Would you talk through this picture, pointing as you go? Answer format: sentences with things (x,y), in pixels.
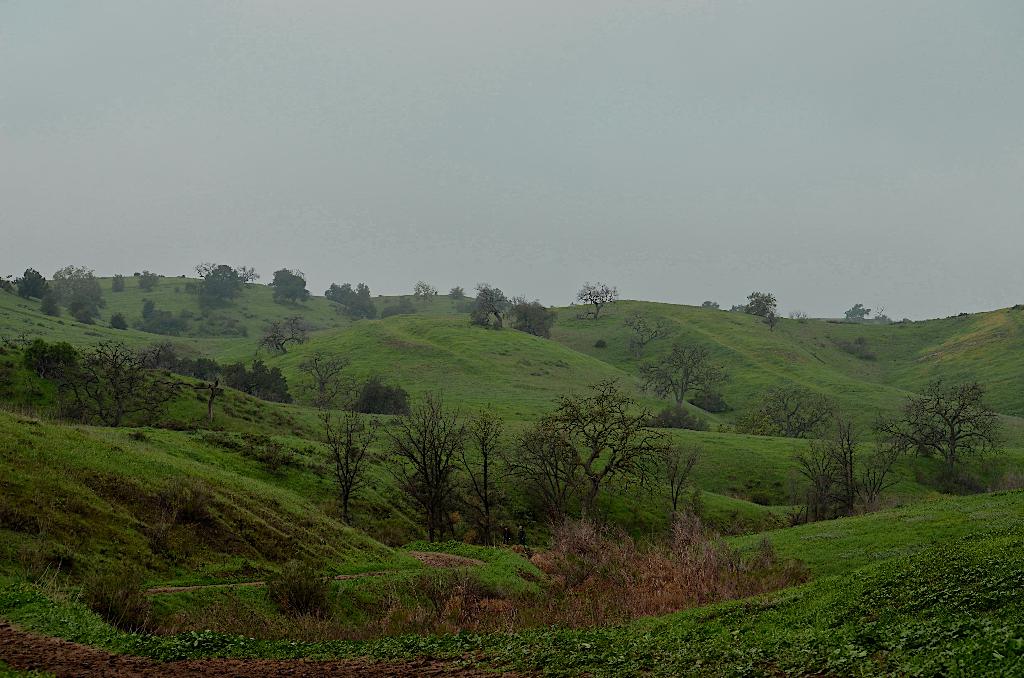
In this image we can see a group of trees (118,315), hill (491,400) and the sky (668,189).
